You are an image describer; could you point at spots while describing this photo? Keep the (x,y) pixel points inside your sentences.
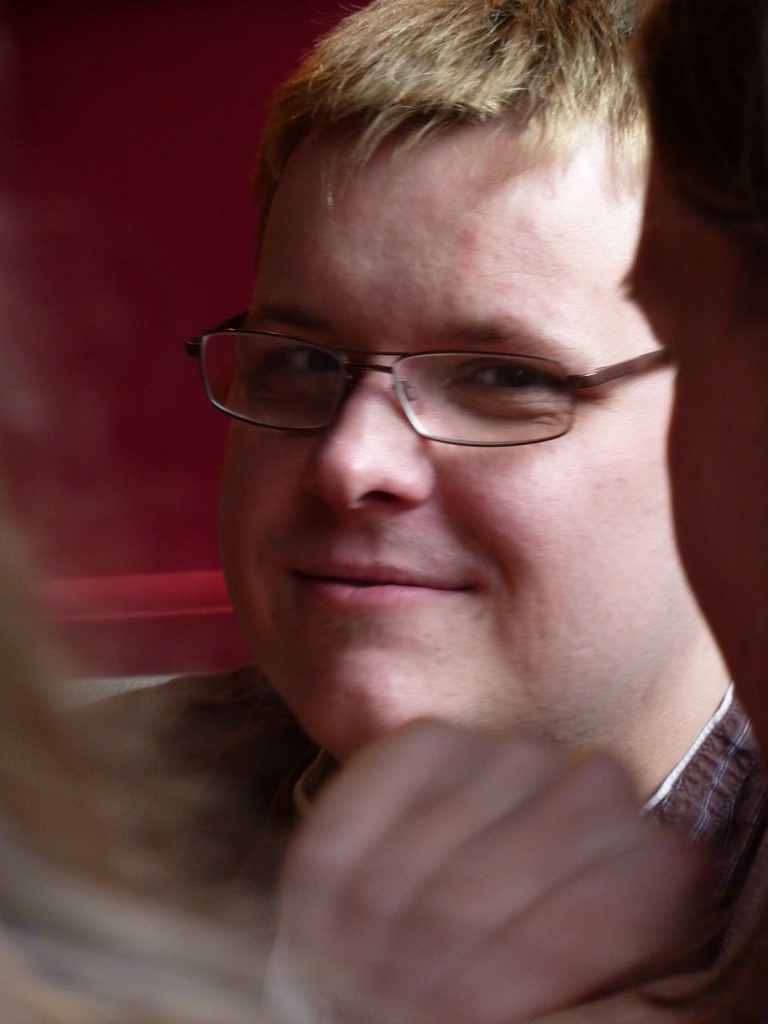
This image consists of a person's face (304,480). He is wearing goggles (524,385). He is smiling.
